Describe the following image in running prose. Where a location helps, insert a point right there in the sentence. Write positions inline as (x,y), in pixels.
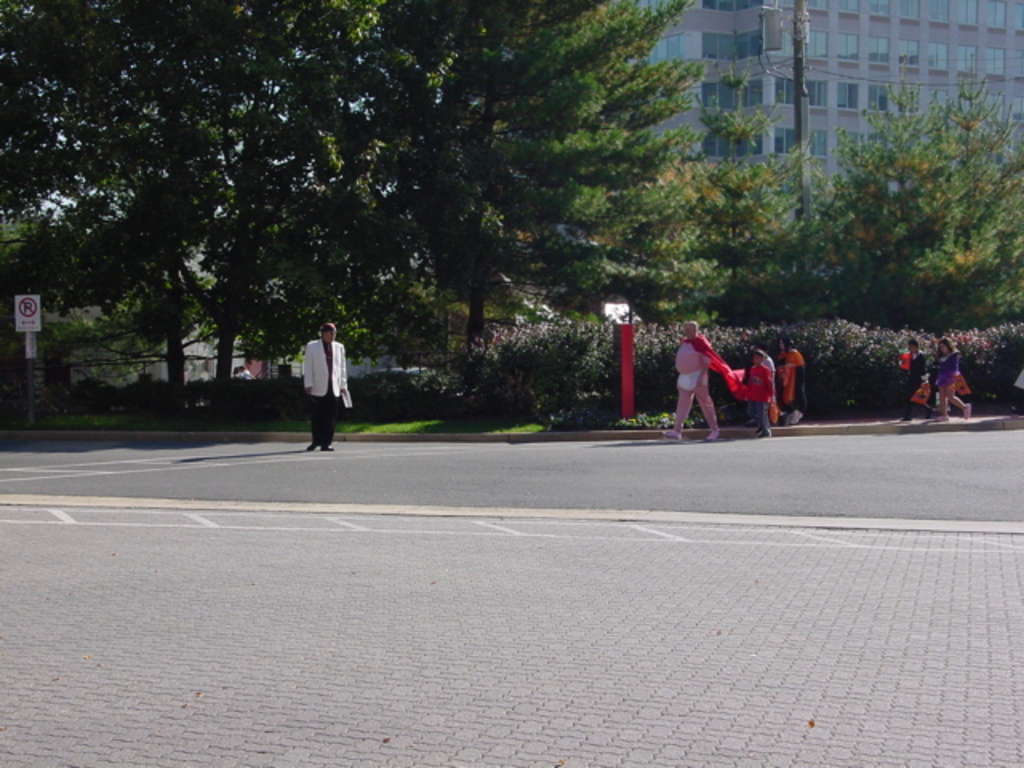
In this image we can see a few people (755,398) and buildings (774,78), there are some trees (641,188), plants (516,402), grass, windows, poles (804,153), and a sign board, we can also see the road (598,500).
